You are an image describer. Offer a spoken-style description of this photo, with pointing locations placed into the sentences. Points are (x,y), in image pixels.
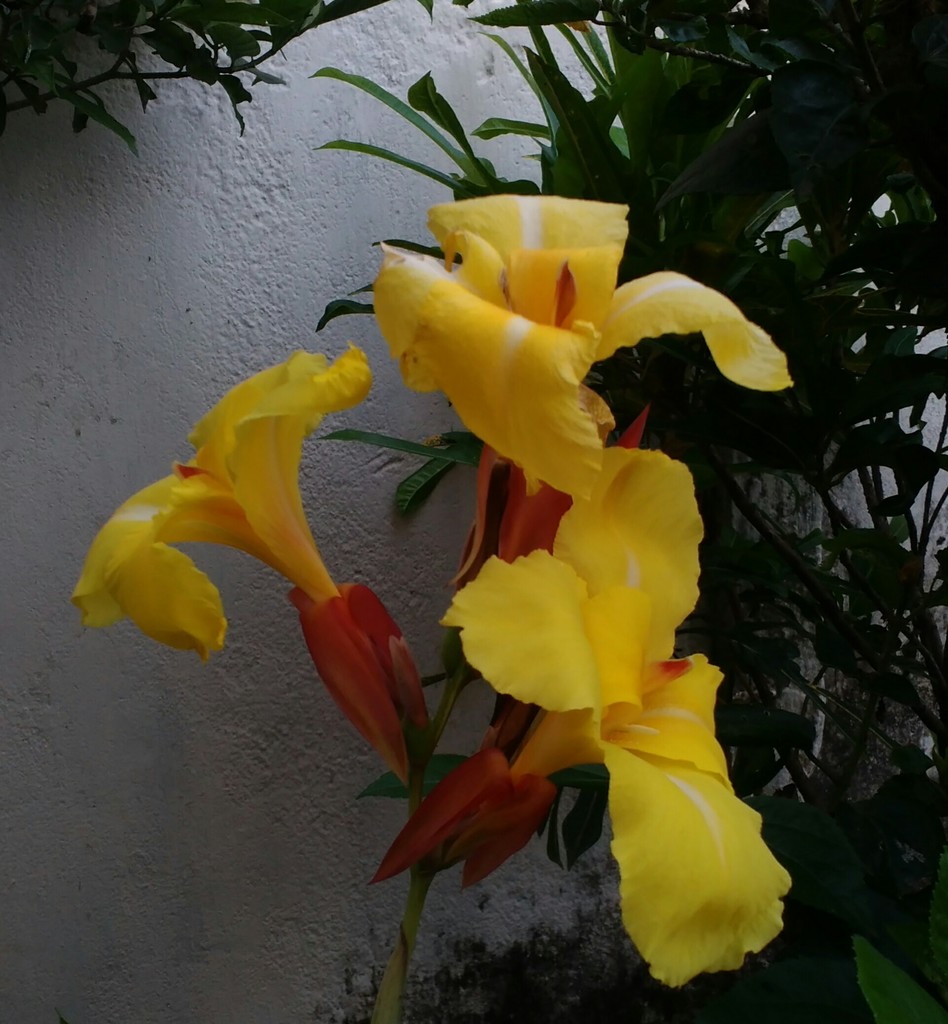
In the image we can see some flowers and plants (784,70). Behind the plants (617,83) there is wall (11,478).
